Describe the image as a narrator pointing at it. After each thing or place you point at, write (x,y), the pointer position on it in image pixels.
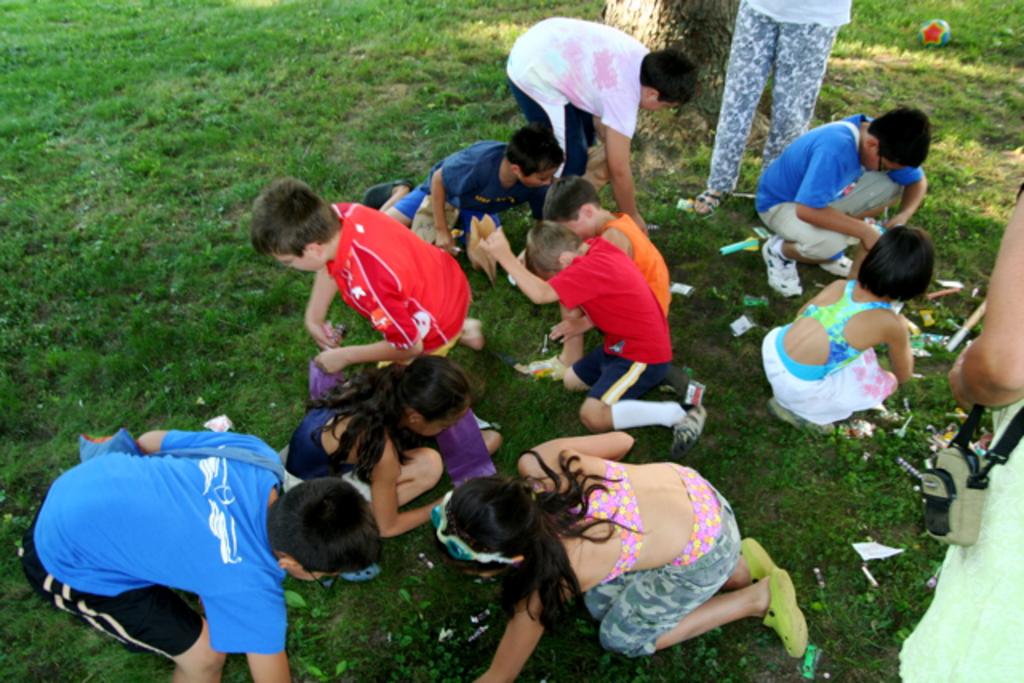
In this image I can see few people (630,331) are sitting in the garden (854,437). They are wearing different color dress (678,418). The person (999,431) is wearing bag (958,451). The ball (935,31) is in different color.
